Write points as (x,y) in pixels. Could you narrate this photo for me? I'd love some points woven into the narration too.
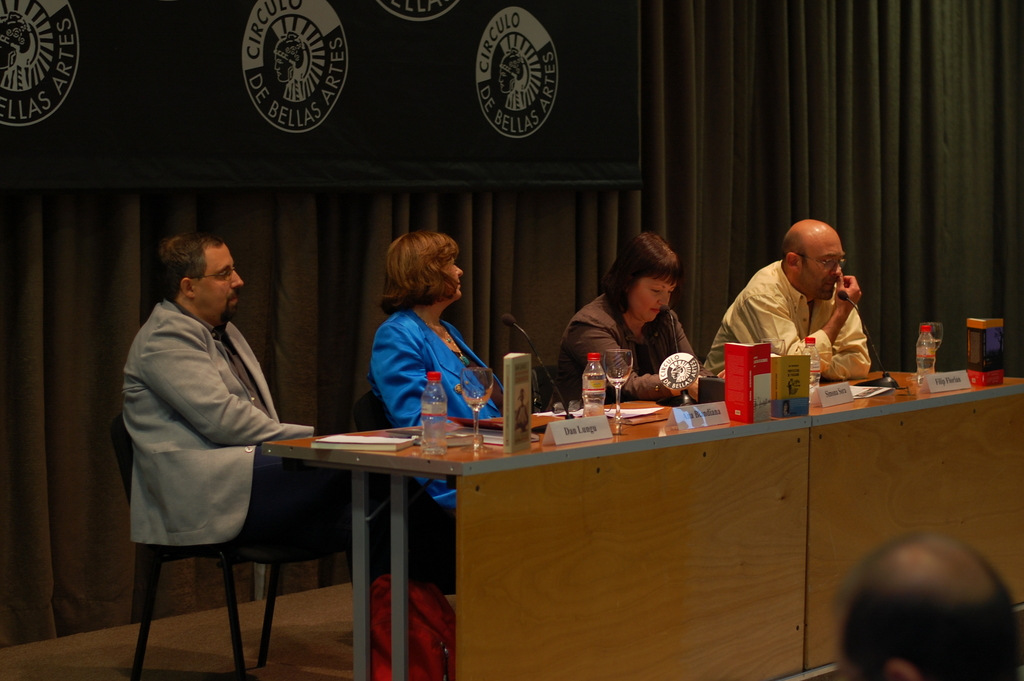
There are four persons (402,364) on the stage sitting besides a table (530,454). On the table (381,431) there are bottles (430,409), books (522,396), boards (846,390), some papers (644,411) etc. Towards the left (139,450) there is a men (239,511) wearing grey blazer (223,512) and black trousers (280,490), besides him there is a woman (394,375) wearing blue jacket (412,379). Towards the right (821,308) there is another person (831,331) wearing yellow shirt (821,355) besides him there is a another woman (666,323) wearing brown dress (659,354). In the background (576,114) there is a curtain (681,100) and board (453,112). On the board (561,102) there are some prints (264,11).
